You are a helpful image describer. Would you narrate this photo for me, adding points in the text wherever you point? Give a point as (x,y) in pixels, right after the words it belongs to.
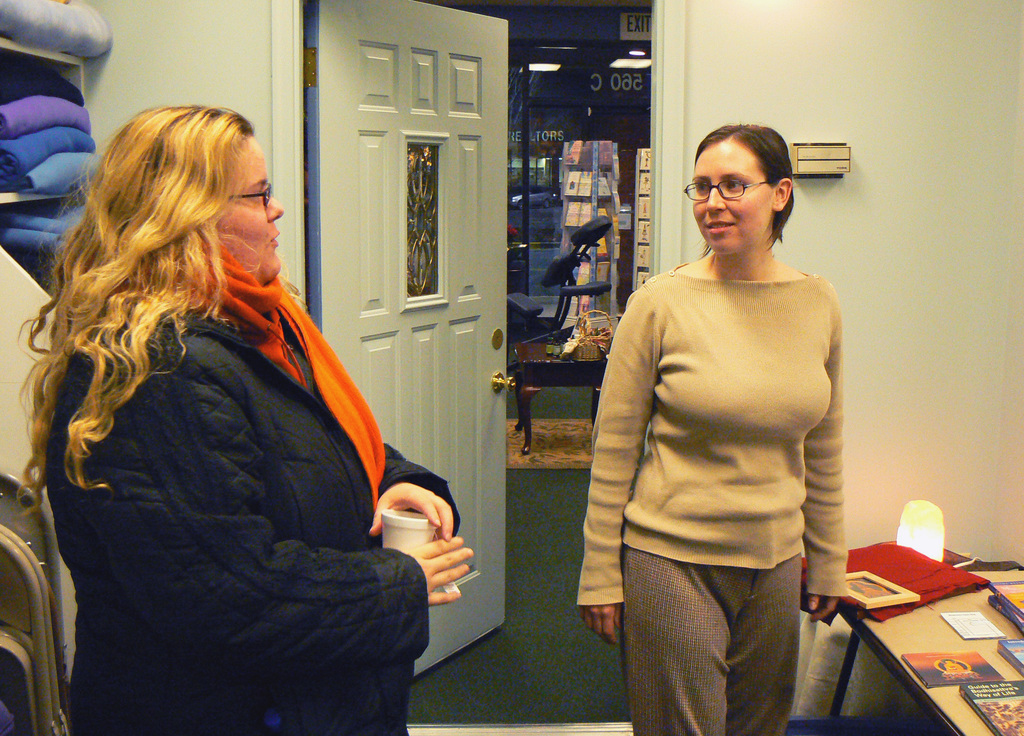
In this image there are two woman (763,450) who are looking at each other by standing on the floor (414,705). At the back side (962,381) there is a wall (954,170). To the right side (984,612) there is a table (984,599) on which there are books (959,659), frame (886,599) and a lamp (924,532). To the left side (97,43) there are shelves (3,193) in which there are clothes (36,147). At the back side (461,362) there is a door (451,372) which allows to enter into another room (566,316).
